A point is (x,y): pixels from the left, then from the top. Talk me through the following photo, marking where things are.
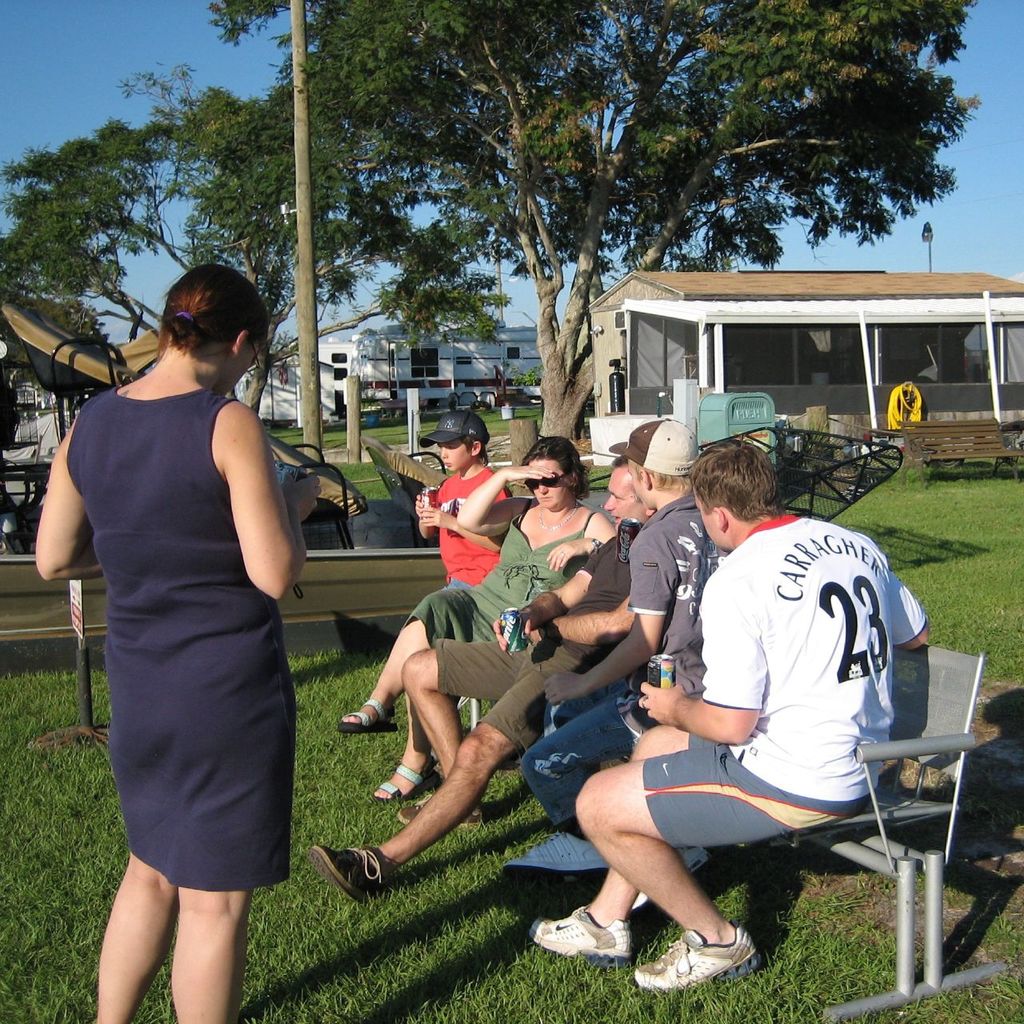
On the left side (256,607), there is a woman (244,584) in a violet color dress (176,553), standing. On the right side (789,591), there are other persons (613,472) sitting on a bench (877,798), which is arranged on the grass (962,965) on the ground (884,965). In the background (723,254), there are other furniture (778,506), poles (296,65), buildings (858,278), trees (454,270) and there is the blue sky (162,56).
